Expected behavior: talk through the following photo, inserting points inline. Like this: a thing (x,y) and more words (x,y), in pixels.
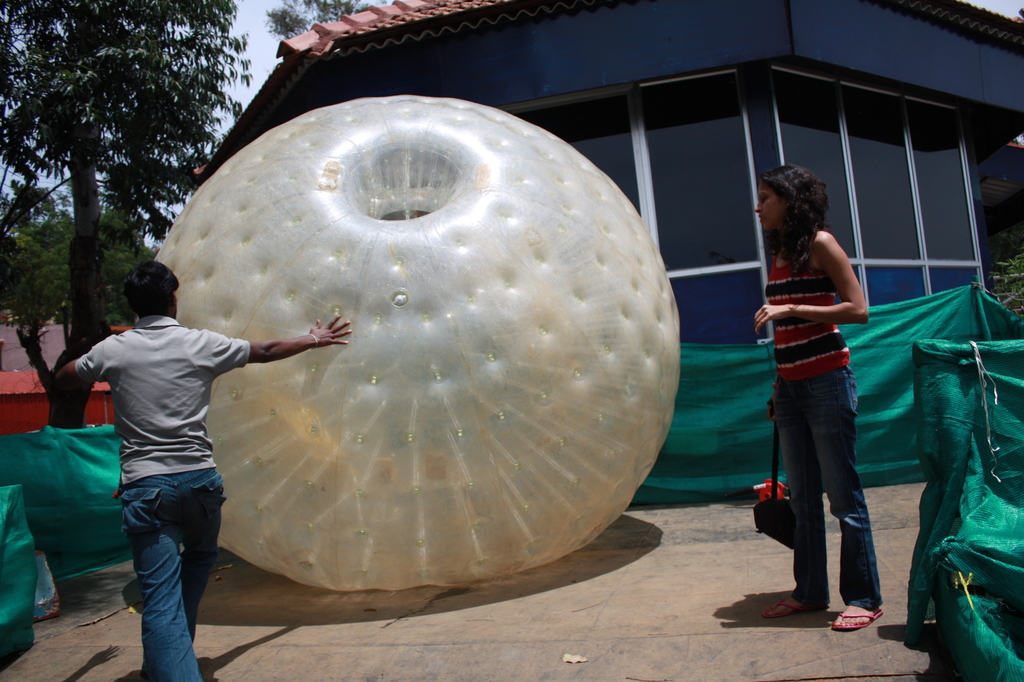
In this picture I can see a house (643,158) and a air balloon (458,350) and a cloth (900,392) around and i can see couple of them standing and a man (133,378) holding a balloon (408,346) and I can see a woman (784,452) holding a bag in her hand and few trees (135,140) and a cloudy sky (272,49).
